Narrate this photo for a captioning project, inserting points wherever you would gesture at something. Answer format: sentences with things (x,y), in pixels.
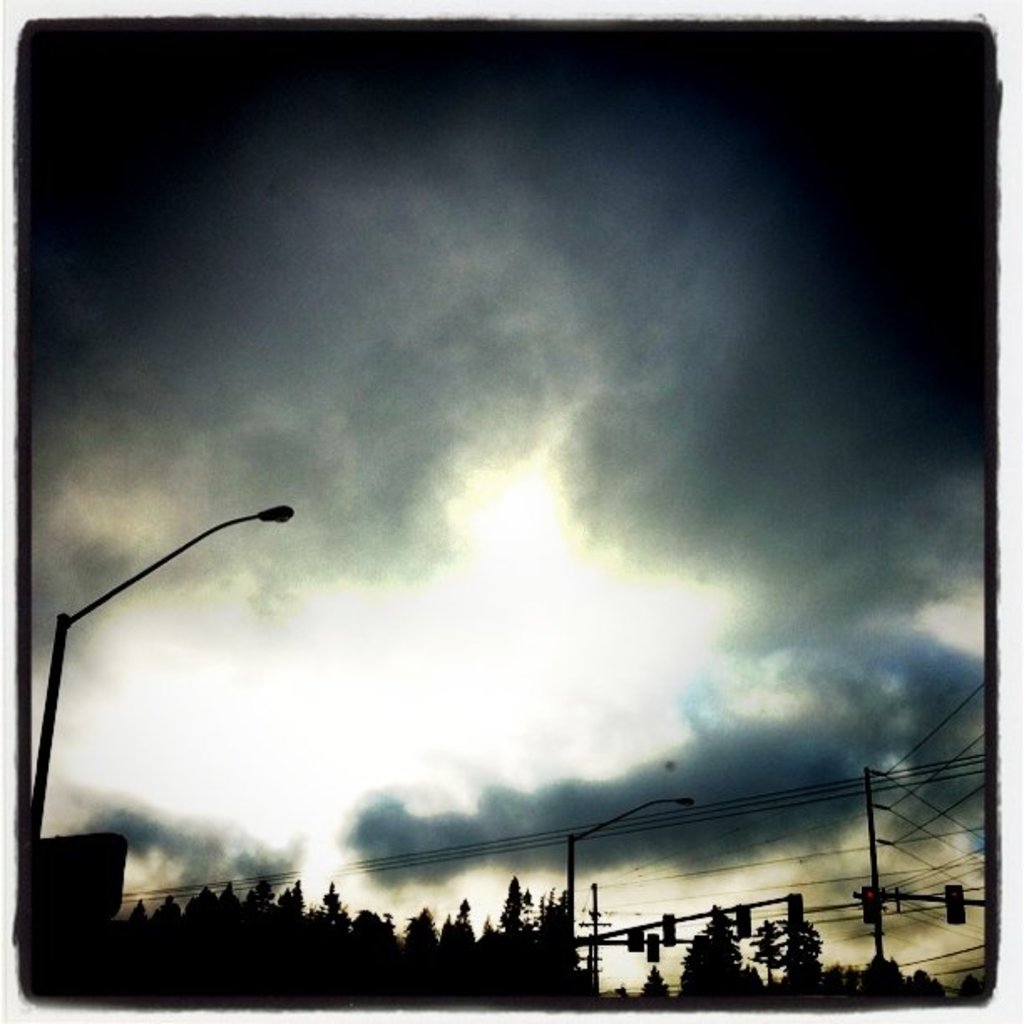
In the picture we can see a dark picture of trees (313,966), a pole (213,528) with a light (275,514) and some wires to the poles (866,782) and behind it we can see a sky (678,732) with dark clouds (501,341).
